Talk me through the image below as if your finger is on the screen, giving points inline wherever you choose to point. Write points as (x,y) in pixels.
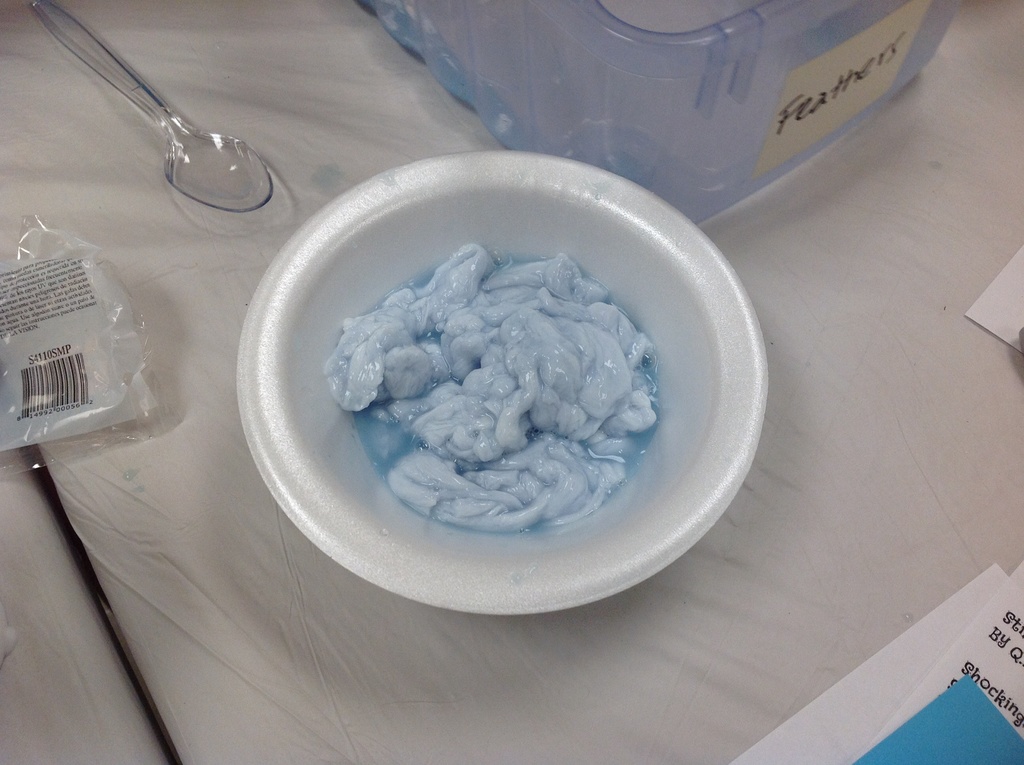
In this image I see something in a bowl (403,560) and I see a spoon (267,200), a container (463,21), cover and few papers (956,728) over here.
